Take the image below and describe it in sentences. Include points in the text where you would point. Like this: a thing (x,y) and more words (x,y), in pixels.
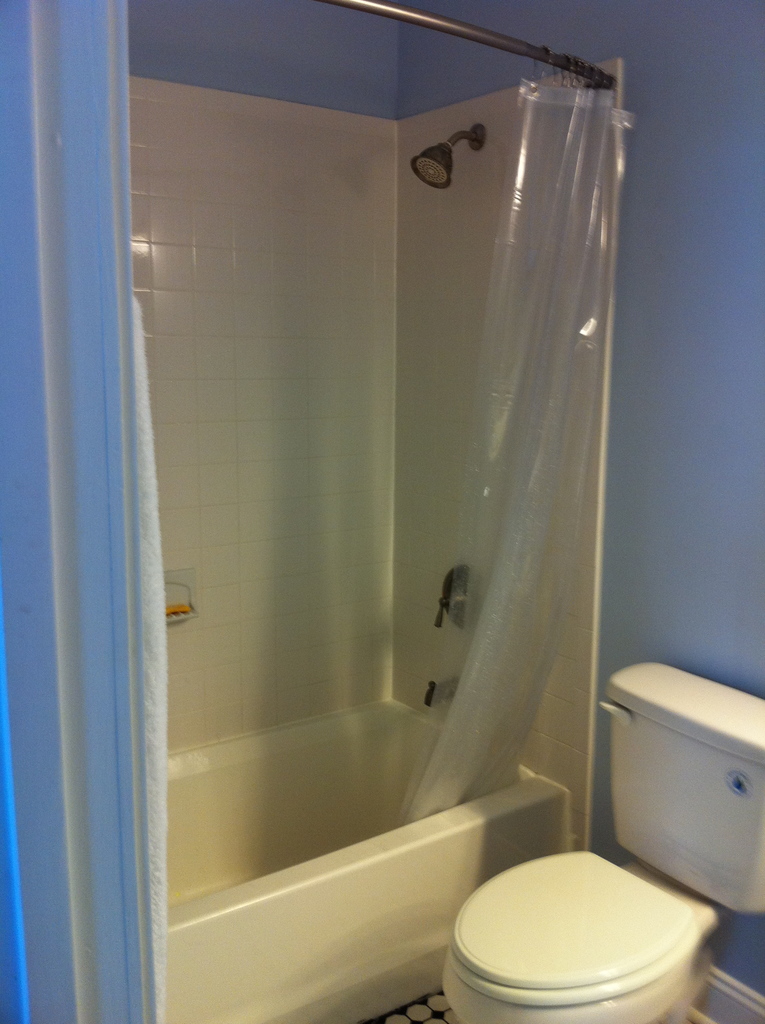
This image is taken in a washroom (450,441). On the right side of the image (701,921) there is a toilet seat (611,913) and there is a flush tank (705,749). In the background (675,636) there is a wall (378,371). At the top of the image (533,53) there is a curtain hanger (434,22) and there is a transparent curtain (538,381). In the middle of the image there is a bathtub (343,888).
